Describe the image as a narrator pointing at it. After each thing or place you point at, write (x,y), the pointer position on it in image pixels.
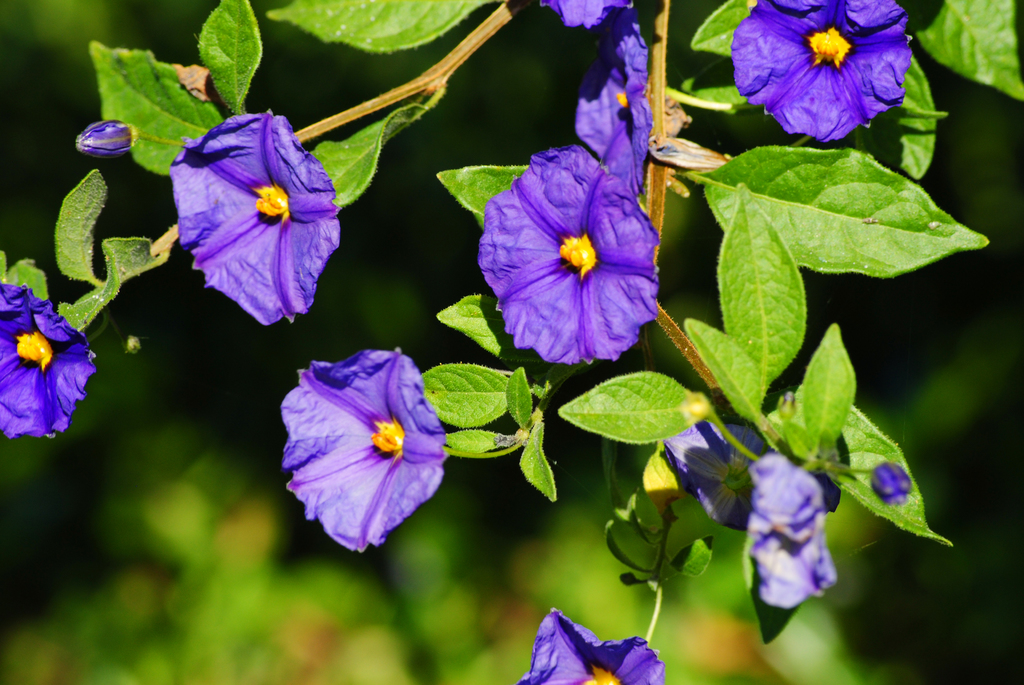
In the image we can see some flowers (775,47) and leaves (663,50). Background of the image (1017,674) is blur.
